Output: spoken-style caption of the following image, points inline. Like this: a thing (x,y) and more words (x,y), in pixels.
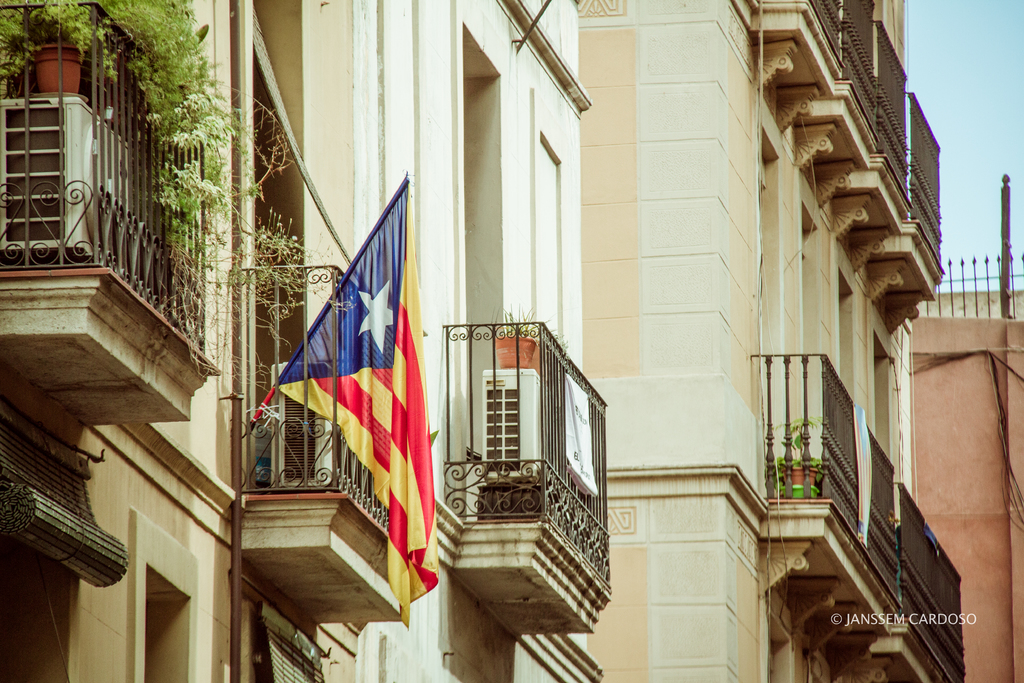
On the left side of the image (56,197) we can see a balcony (77,299) and some plants (166,97). In the middle of the image (355,288) we can see a flag (420,533), air conditioner (522,379), building (461,669) and the flower pot (509,364). On the right side of the image (695,57) we can see the building (872,430) and the flower pot (804,487).
